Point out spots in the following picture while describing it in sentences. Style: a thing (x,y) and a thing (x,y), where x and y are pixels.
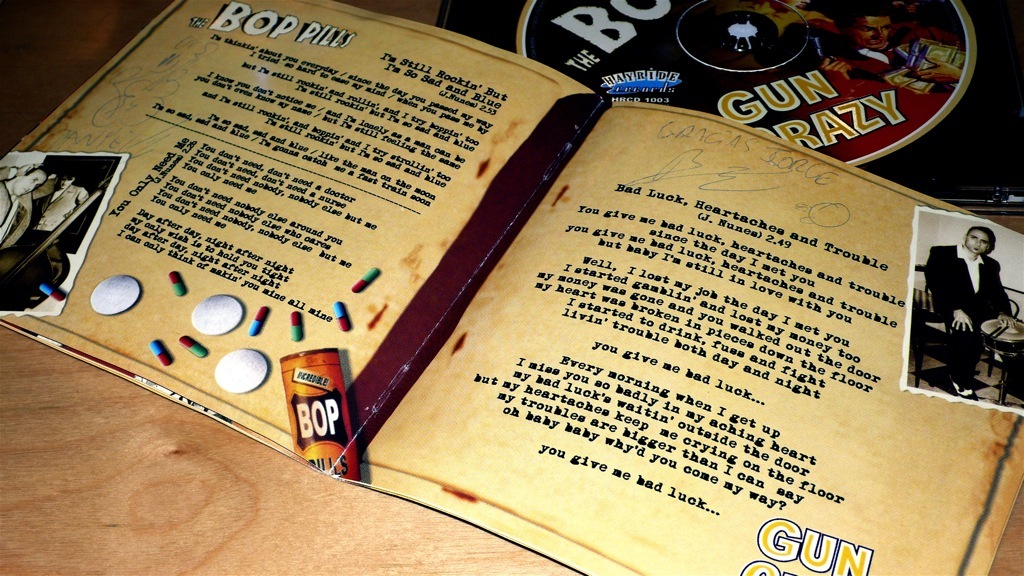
On this wooden surface (338,498) we can see a book (472,228) and compact disc (835,16). In these pictures (935,282) we can see people (22,209).
